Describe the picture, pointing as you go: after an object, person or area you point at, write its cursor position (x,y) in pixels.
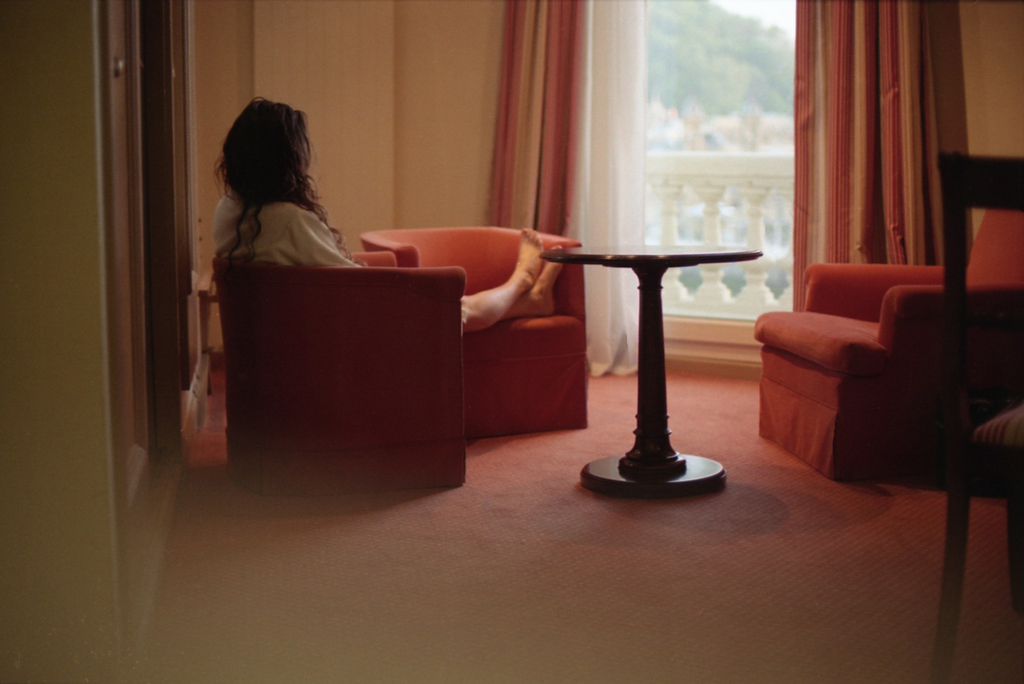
In the foreground of this image (978,433), there is a chair (978,433) on the right side (978,403). In the background (278,155), there is a woman (317,239) sitting on the chair (454,358), a table (646,412), on another chair (831,381), floor (478,498), cupboards (174,90), wall (444,55), curtain (515,57) and a window (757,119).
